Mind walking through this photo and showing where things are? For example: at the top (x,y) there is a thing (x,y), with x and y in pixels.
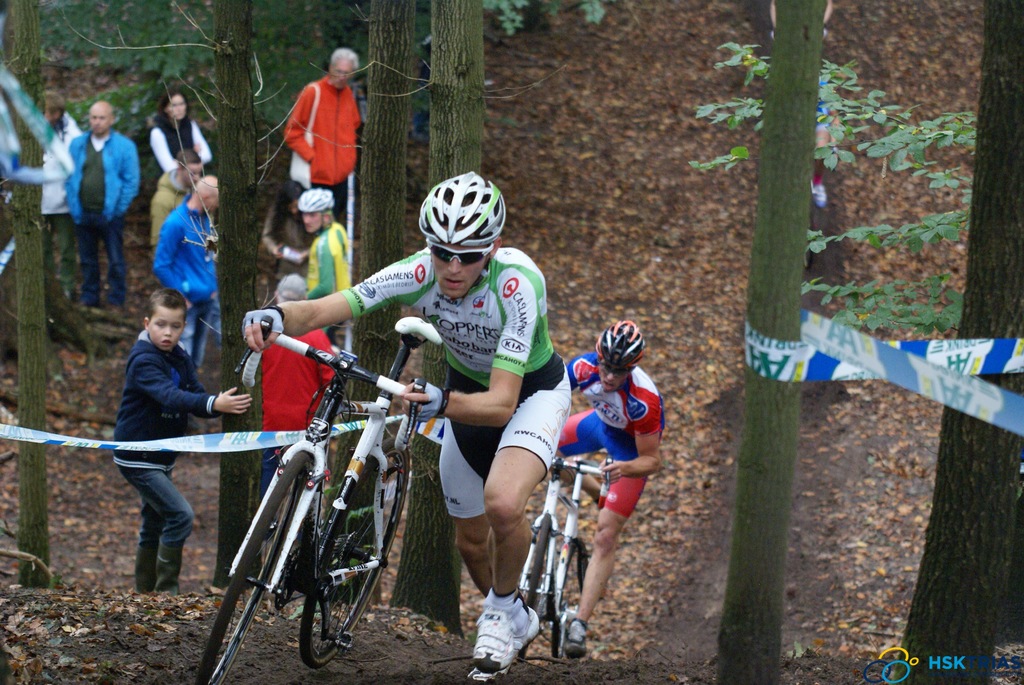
At the bottom of this image (465,554), there is a person (535,307), wearing a helmet (462,189), holding a handle (375,382) of a bicycle (308,355) and running on the road (342,655). Beside him, there is a thread (0,430). On the right side (773,543), there is a tree (780,296) tied with a ribbon (937,386). Beside this tree (981,438), there is another tree (975,565). On the bottom right (900,668), there is a watermark (965,660). In the background (644,422), there are trees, there is a person (660,426) cycling, there are other persons (115,285) and there are dry leaves (706,99) on the ground (592,152).
